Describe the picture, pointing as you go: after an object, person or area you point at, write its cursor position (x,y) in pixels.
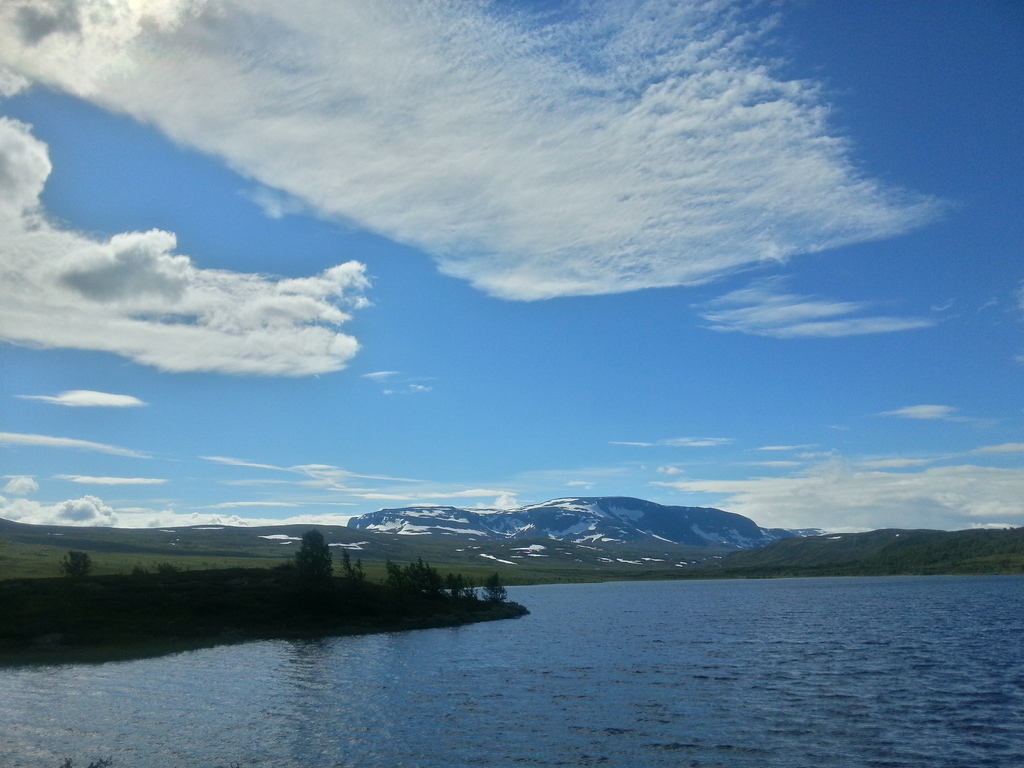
In this picture we can see trees (487,588), water (656,712), grass (147,562), mountains (628,534) and in the background (821,524) we can see the sky (577,333) with clouds (323,214).
